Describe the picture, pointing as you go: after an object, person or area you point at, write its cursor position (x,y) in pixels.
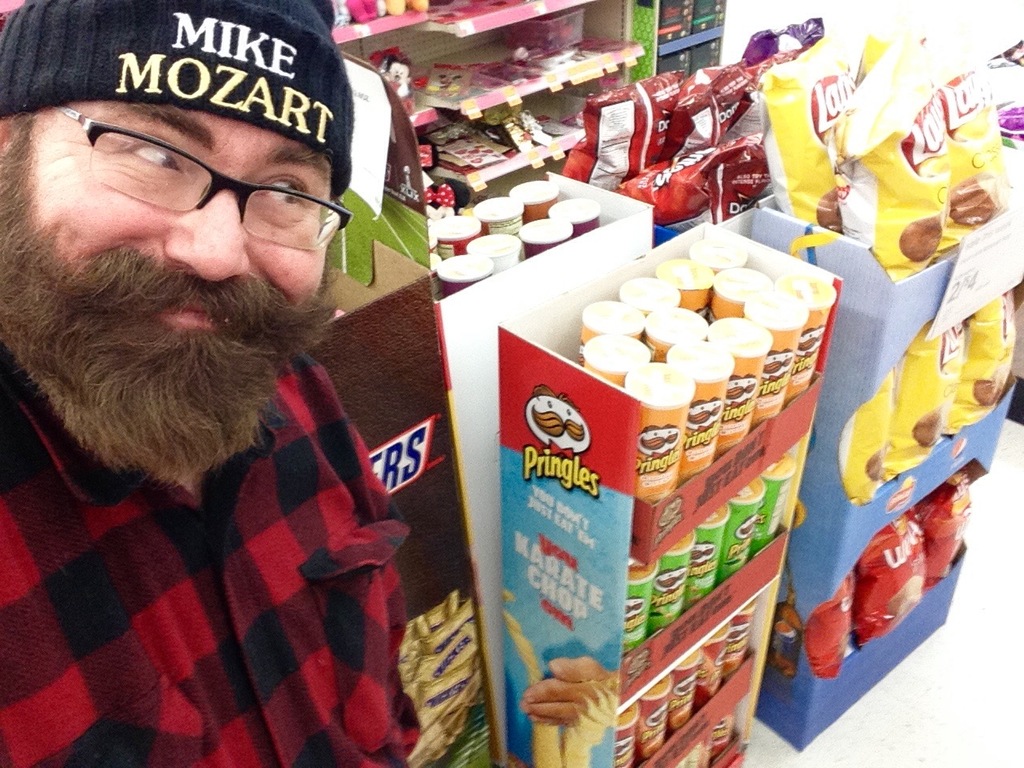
There is a man (175,477) wore glasses (196,168) and cap (263,80) and smiling. We can see packets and boxes (759,549) in boxes (759,452). Background (467,135) we can see objects (518,78) in racks (668,48).
